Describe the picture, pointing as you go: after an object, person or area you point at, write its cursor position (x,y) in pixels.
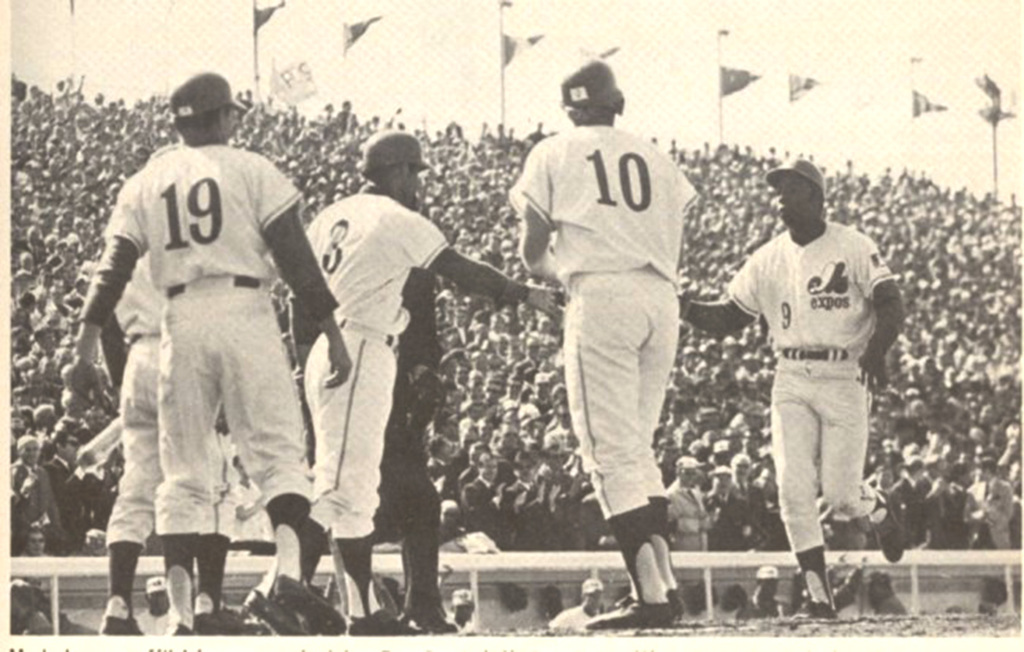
In the picture we can see a black and white photograph on it, we can see some players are standing wearing a sportswear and caps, in the background (56,266), we can see audience (973,299) are sitting in the chairs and behind them we can see some flags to the poles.
